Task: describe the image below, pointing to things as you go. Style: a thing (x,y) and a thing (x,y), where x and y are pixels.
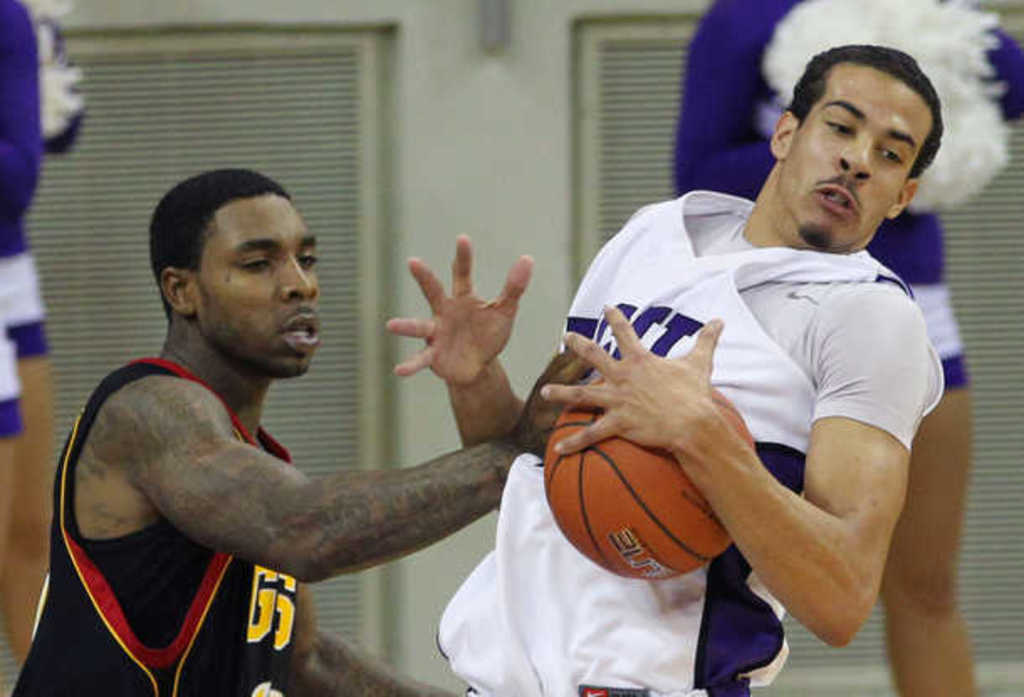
In this image in the foreground (597,306) there are two people (525,413) one person (640,414) is holding a ball (555,433), it seems that they are playing a game. And in the background (213,70) there are two people (740,74), windows (206,163) and wall (462,110).
